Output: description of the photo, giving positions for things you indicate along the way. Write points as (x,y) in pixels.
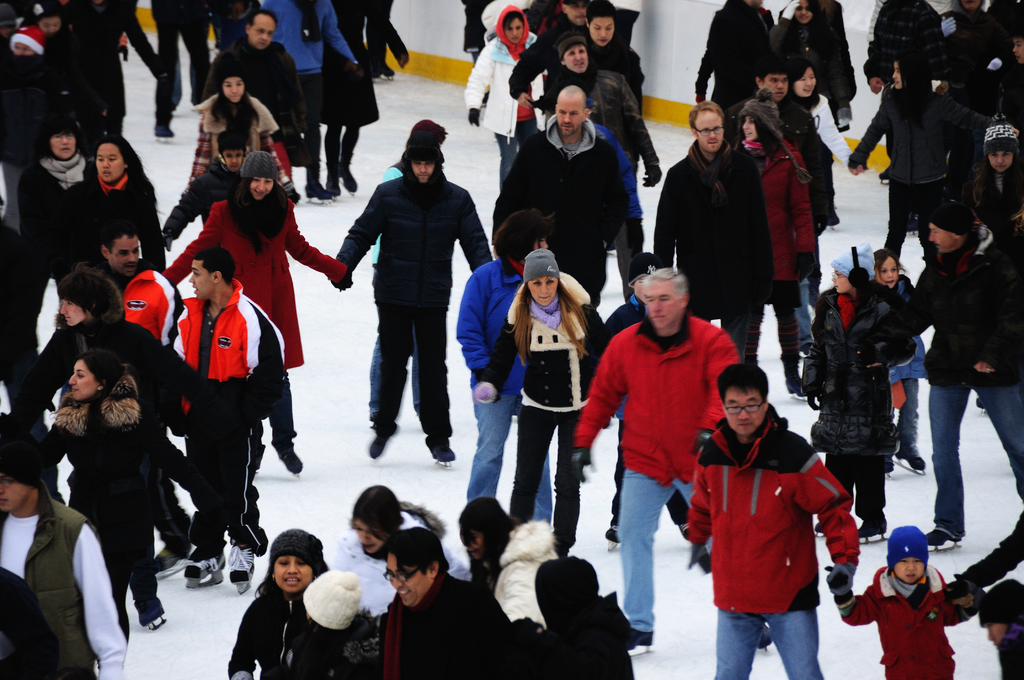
In the picture I can see a group of people (837,52) and they are skating on the ice surface (312,531). I can see most of them wearing the jacket (547,355) and a few people (546,420) wearing the monkey cap (564,564) on their head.
